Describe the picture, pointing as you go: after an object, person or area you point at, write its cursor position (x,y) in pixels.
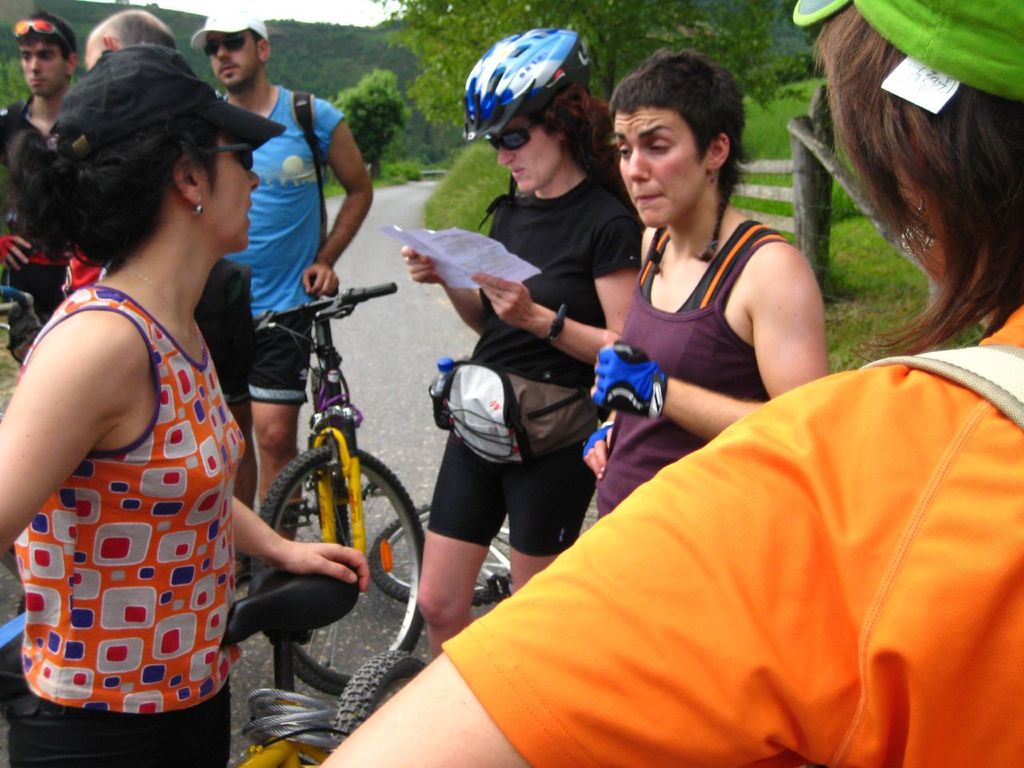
In this image I can see a group of people (554,545) are standing on the road (379,493), some are wearing helmet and hats (129,110). I can also see there are few trees (647,34), a bicycle (394,474) on the road (376,418).
